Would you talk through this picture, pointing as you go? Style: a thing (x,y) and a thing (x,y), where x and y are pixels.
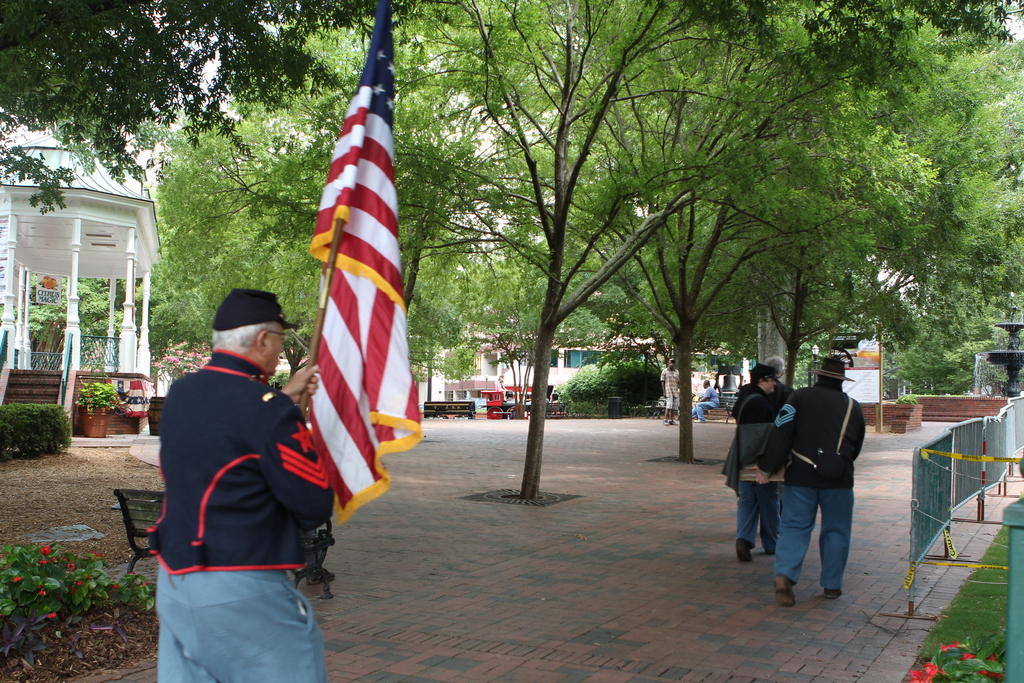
This person (220,540) holding flag (353,292) with stick (323,294) and these persons (836,529) are walking. We can see plants (12,597), grass (980,617) and trees (559,310). Background we can see persons (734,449) and board (856,349) with poles (881,373).
